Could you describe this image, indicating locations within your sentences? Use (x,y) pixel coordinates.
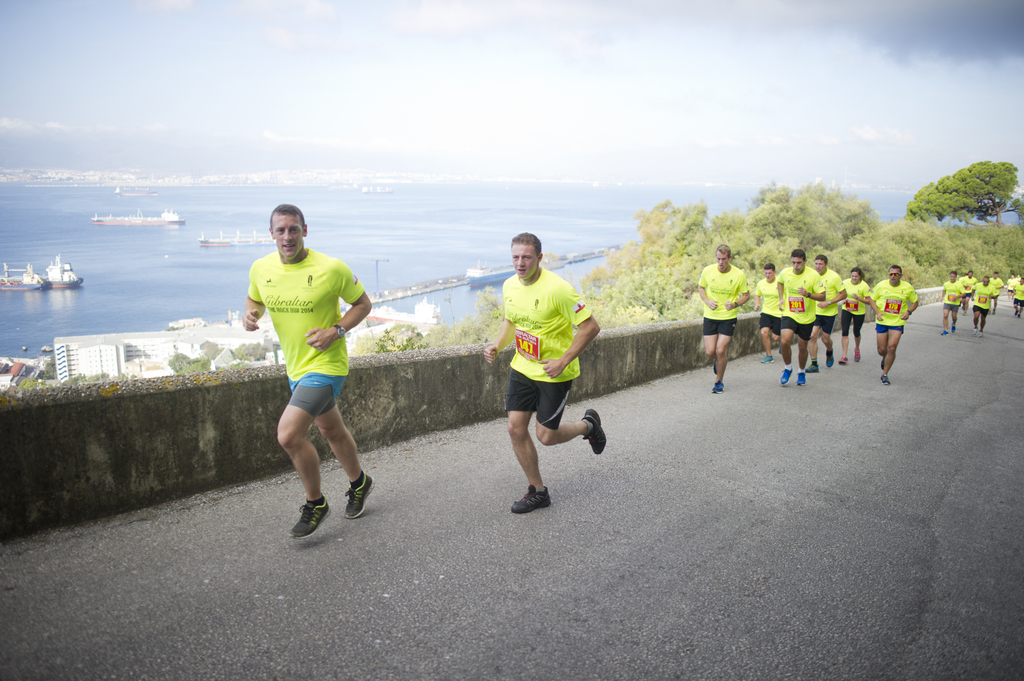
In this image we can see group of men (894,303) running on the road (582,484). In the background (42,224) we can see buildings (111,336), trees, water (440,242), ships (38,283), sky (580,113) and clouds (282,41).
